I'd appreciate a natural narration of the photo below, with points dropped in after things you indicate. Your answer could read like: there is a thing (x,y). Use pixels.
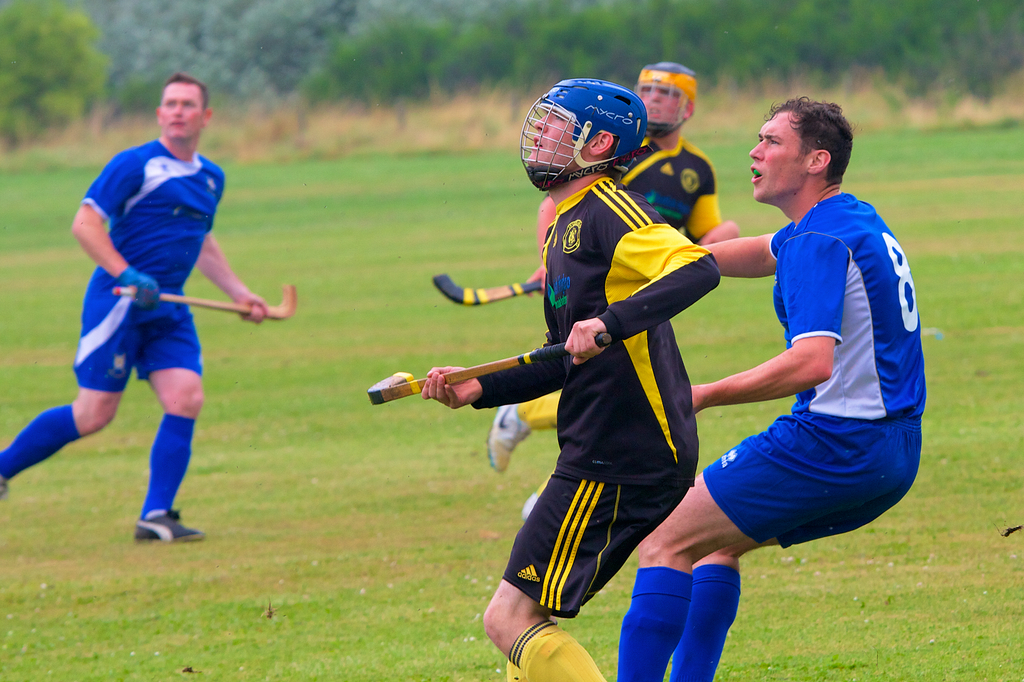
In the foreground of this image (555,561), there is a man (568,485) standing and holding a hockey bat (500,363) in his hand (472,379) and wearing a helmet (602,108) on his head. In the background (750,152), there are three persons (162,156) running on the grass (243,199), holding hockey bats (272,307) and there are trees (433,13) in the background (433,13).
